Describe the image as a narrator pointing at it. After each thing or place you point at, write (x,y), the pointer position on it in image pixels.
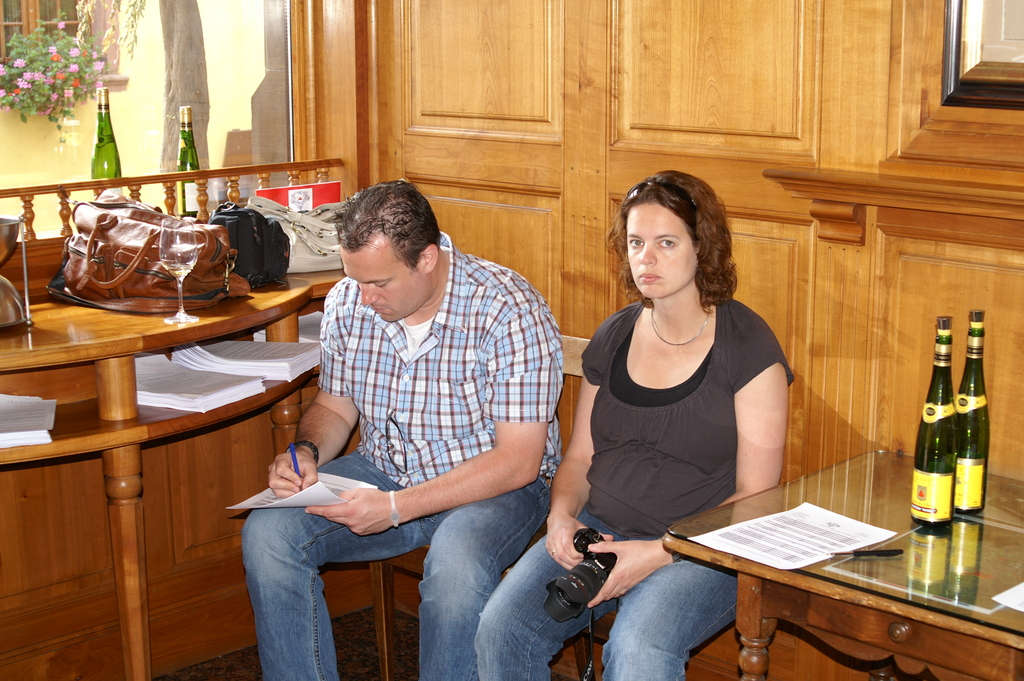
The picture is taken inside a room (1014,269). there are two person (379,451) sitting on chairs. In the right side (699,432) one lady (691,423) is sitting wearing a gray t shirt (624,467) and jeans (619,621) holding a camera (582,571). Beside her a man (482,368) wearing checked shirt (415,410) is writing something on the paper (323,489). Beside him there is table (143,339) with bags (100,302), bottles (112,171) and glass (165,258) and some papers (181,389) on there. In the right side (854,504) there is a table (875,495) on the table (863,487) there is bottle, papers (824,526). In the left top corner (35,86) there is flower plant (35,58). The background (822,178) is wooden furniture (809,158).
